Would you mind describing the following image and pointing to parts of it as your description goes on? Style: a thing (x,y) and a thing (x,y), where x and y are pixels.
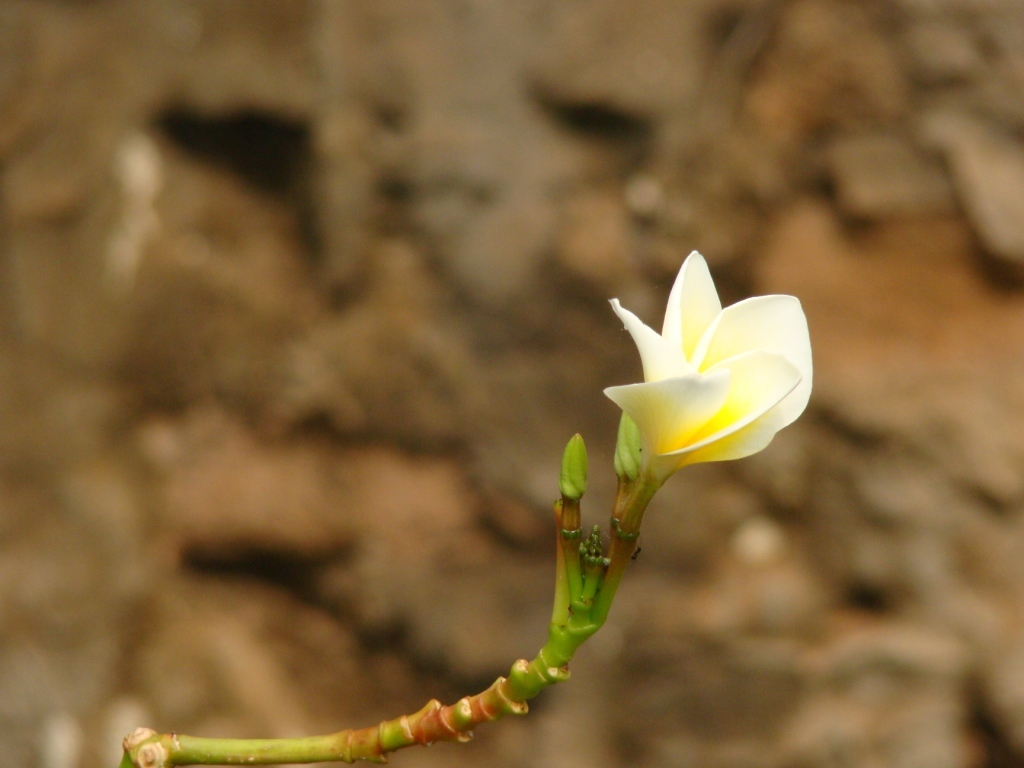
In the picture I can see a white color flower (677,438). The background of the image (653,558) is blurred.
